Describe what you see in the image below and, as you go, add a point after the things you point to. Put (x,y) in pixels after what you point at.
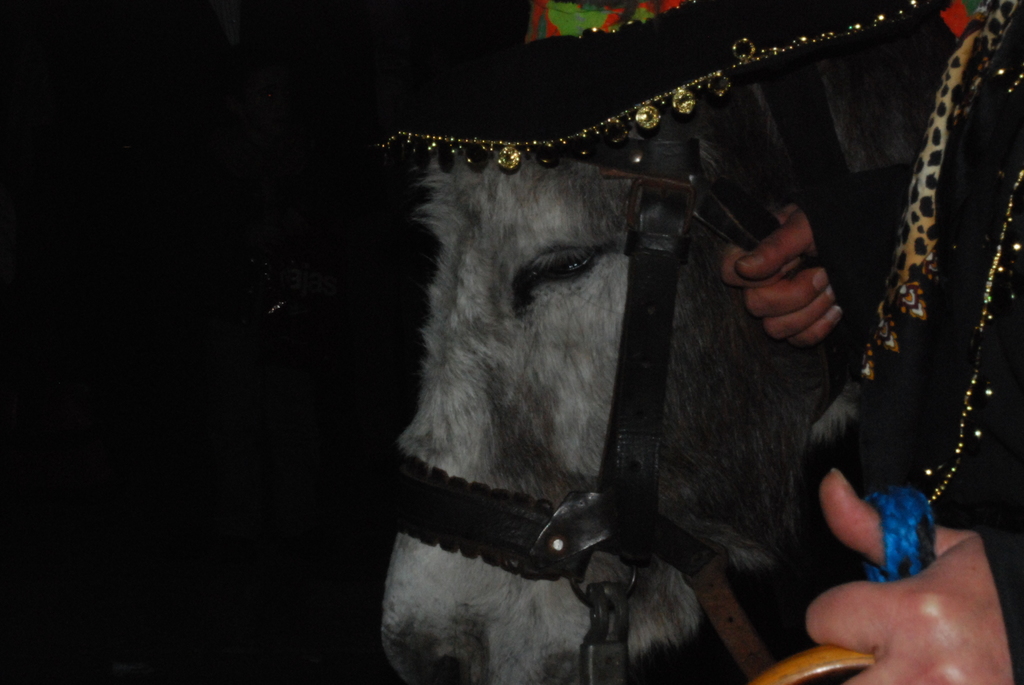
In front of the image there is a person (966,80) holding the donkey (581,221).
